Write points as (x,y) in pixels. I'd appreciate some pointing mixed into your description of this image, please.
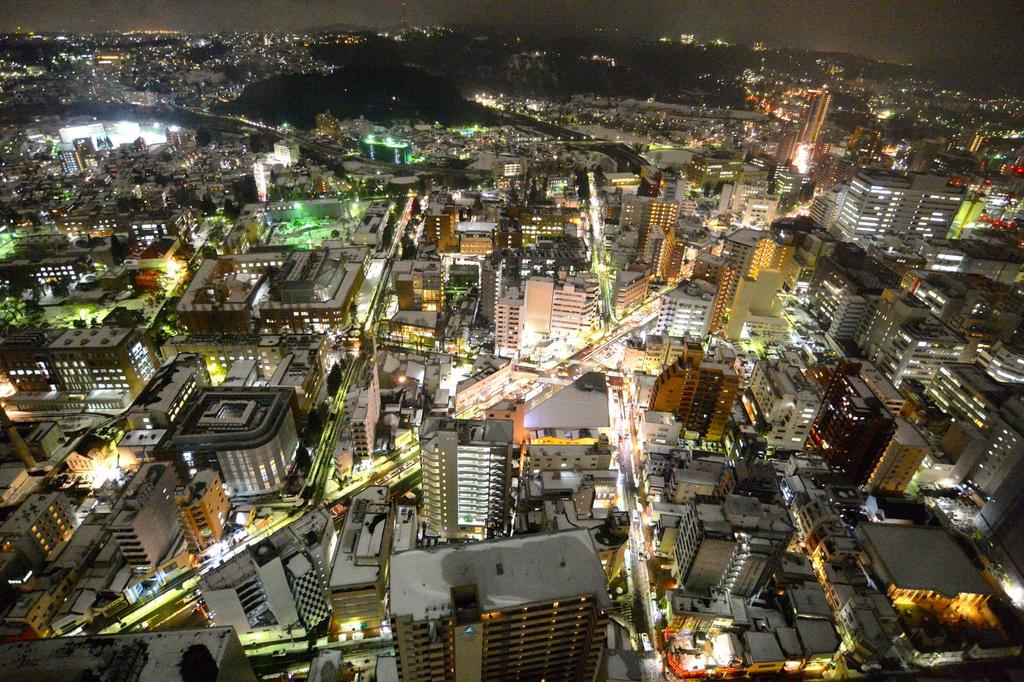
It is an aerial pic of a city (530,286), there are plenty of large buildings (471,442), houses (447,402), roads (590,359) and vehicles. It looks like the image is captured in the night time.
